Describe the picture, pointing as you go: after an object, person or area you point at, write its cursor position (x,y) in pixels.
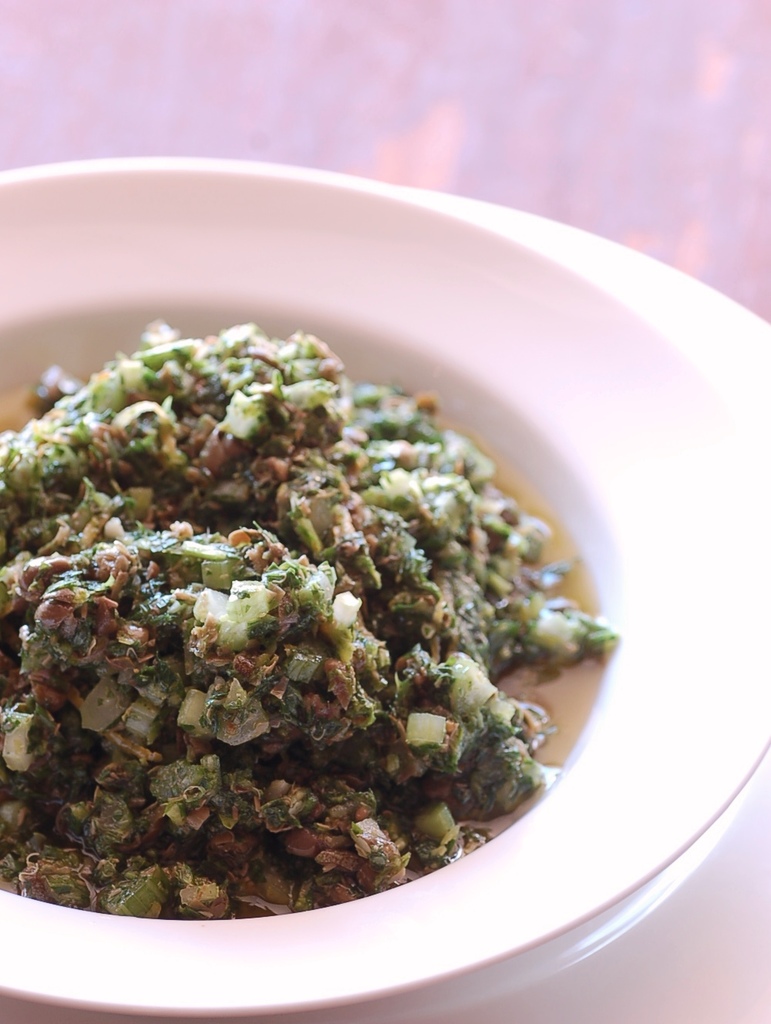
In this picture we can see a food item (82,756) placed on a bowl (78,291) and this bowl (646,281) is placed on a platform (501,44).
